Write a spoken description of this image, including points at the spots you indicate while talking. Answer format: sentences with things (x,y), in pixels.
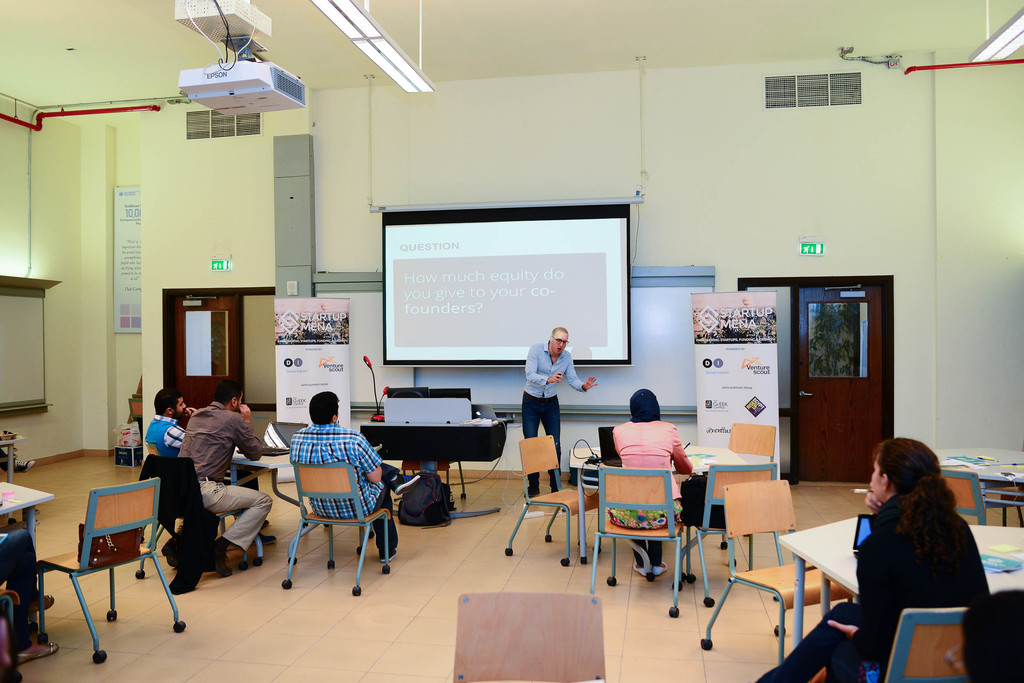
In this image few people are sitting on the chair (363,517). On the table (419,454) there is laptop (602,436). In front the person (551,415) is standing. At the back side (465,285) there is screen (463,261), board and a wall (740,206). There is a door (819,362).
